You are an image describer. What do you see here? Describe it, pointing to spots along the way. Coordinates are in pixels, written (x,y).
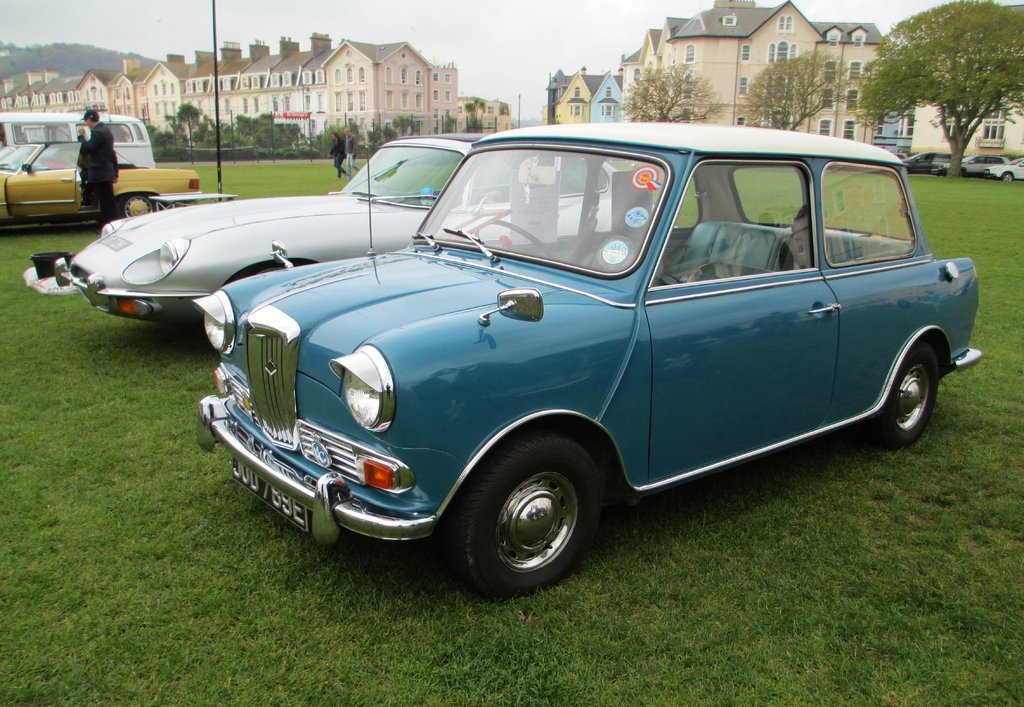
This is an outside view. Here I can see few cars (745,236) on the ground (151,469). On the left side (102,160) there is a person (102,171) standing beside the car (129,208) and there are two persons (336,149) walking. On the ground (191,619), I can see the grass (139,595). In the background (400,88) there are many trees (1002,63) and buildings (295,90). At the top of the image (469,19) I can see the sky (485,16).
